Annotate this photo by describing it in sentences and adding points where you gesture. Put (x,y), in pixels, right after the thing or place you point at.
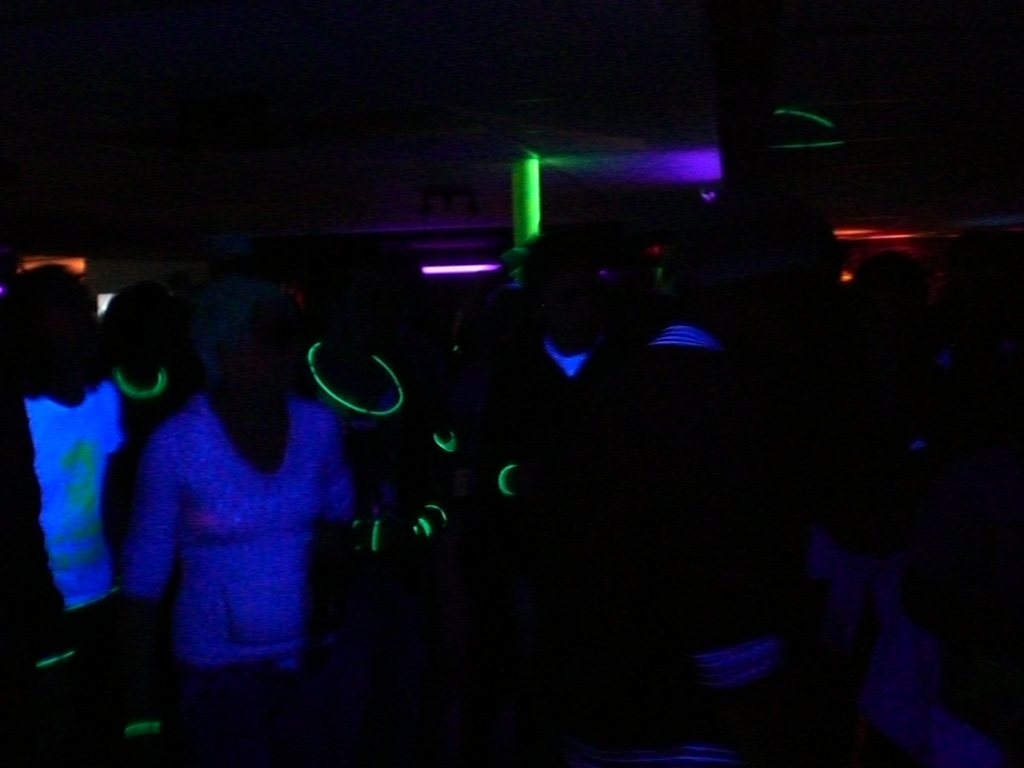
In this image, there are a few people (549,257). We can see a pole (540,206) and some lights (540,206). We can see the roof (401,69).
